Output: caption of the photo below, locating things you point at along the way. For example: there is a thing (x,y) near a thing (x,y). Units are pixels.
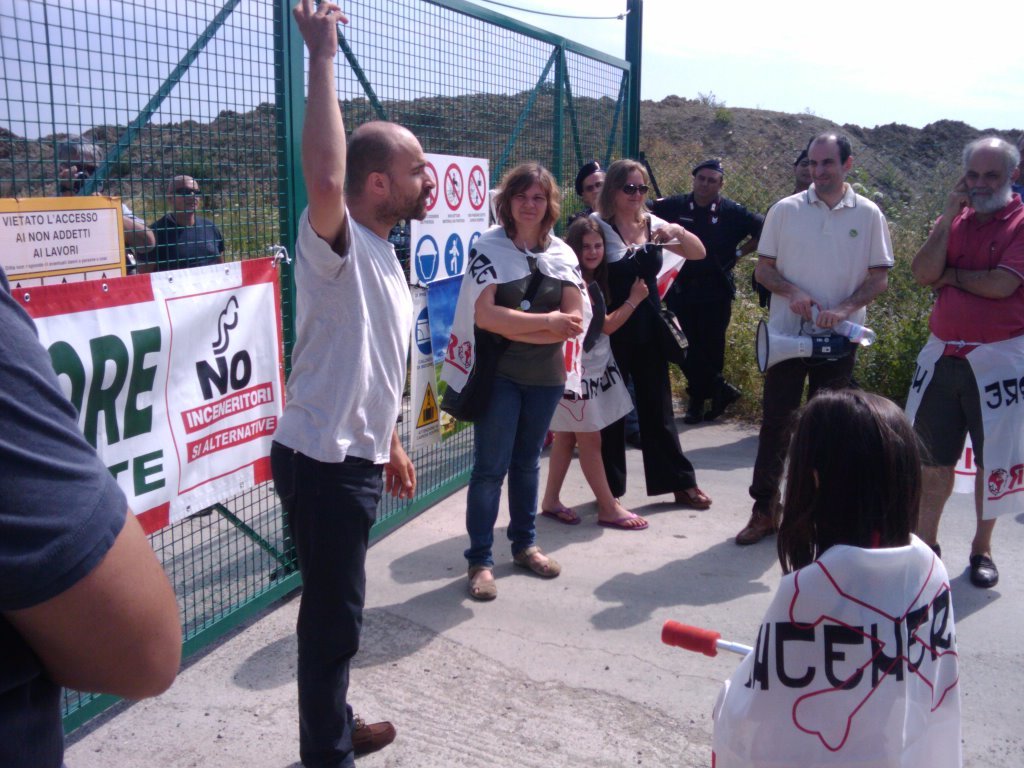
In this image, we can see people (623,339) standing and some of them are wearing bags (492,348) and clothes (561,300) and we can see some people (790,325) holding some objects (819,338). In the background (118,169), we can see banners (148,334) to a mesh (271,191) and there are hills (734,117). At the bottom (557,664), there is road (601,613) and at the top (835,61), there is sky (835,61).
